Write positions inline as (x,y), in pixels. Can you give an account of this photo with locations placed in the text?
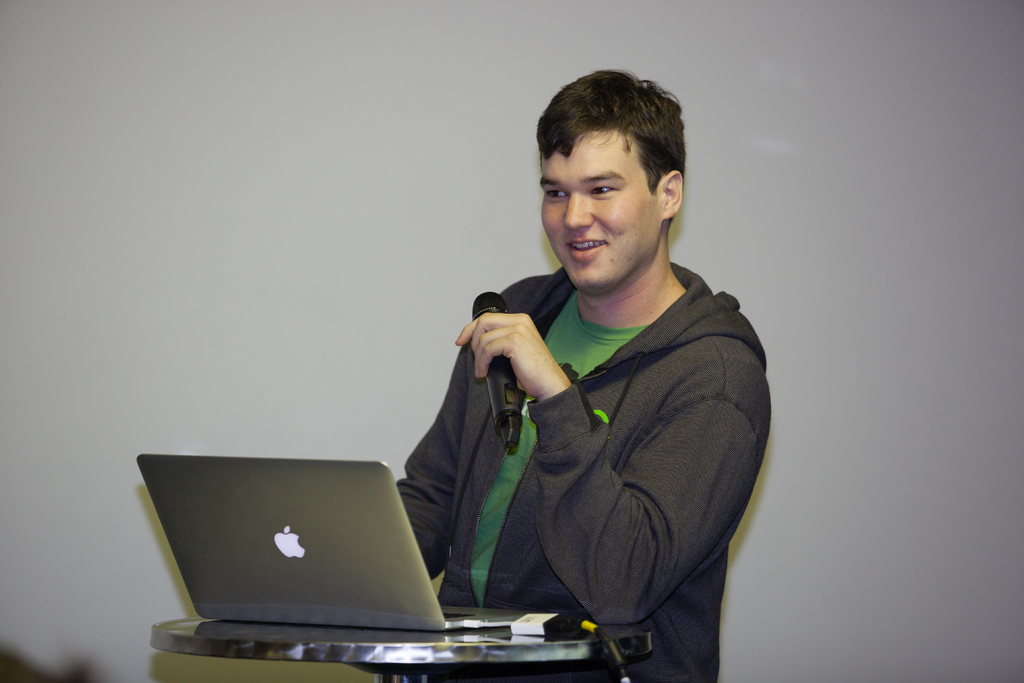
In the center of the image (577,231) we can see a person (534,479) standing at the laptop (322,565). In the background (353,98) there is a wall (824,236).
